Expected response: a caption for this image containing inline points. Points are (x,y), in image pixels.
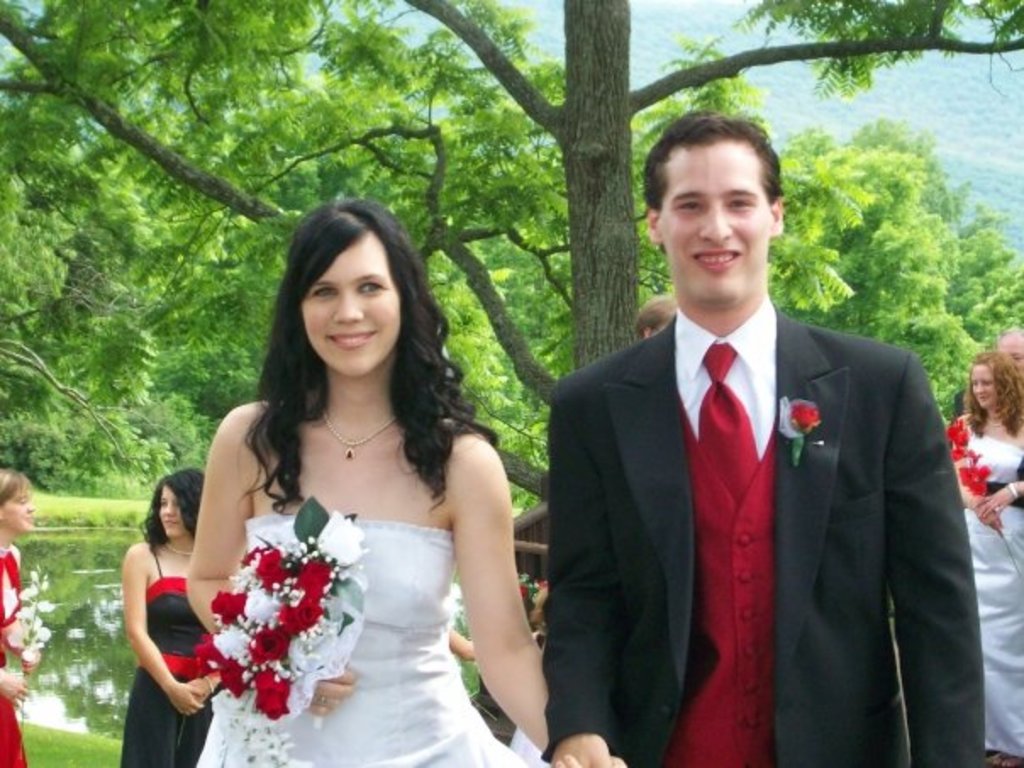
In this image we can see some people (601,649) standing on the ground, some women (421,622) are holding flowers (22,624) in their hands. In the background (88,638), we can see the water (115,625) and a group of trees (196,330).
